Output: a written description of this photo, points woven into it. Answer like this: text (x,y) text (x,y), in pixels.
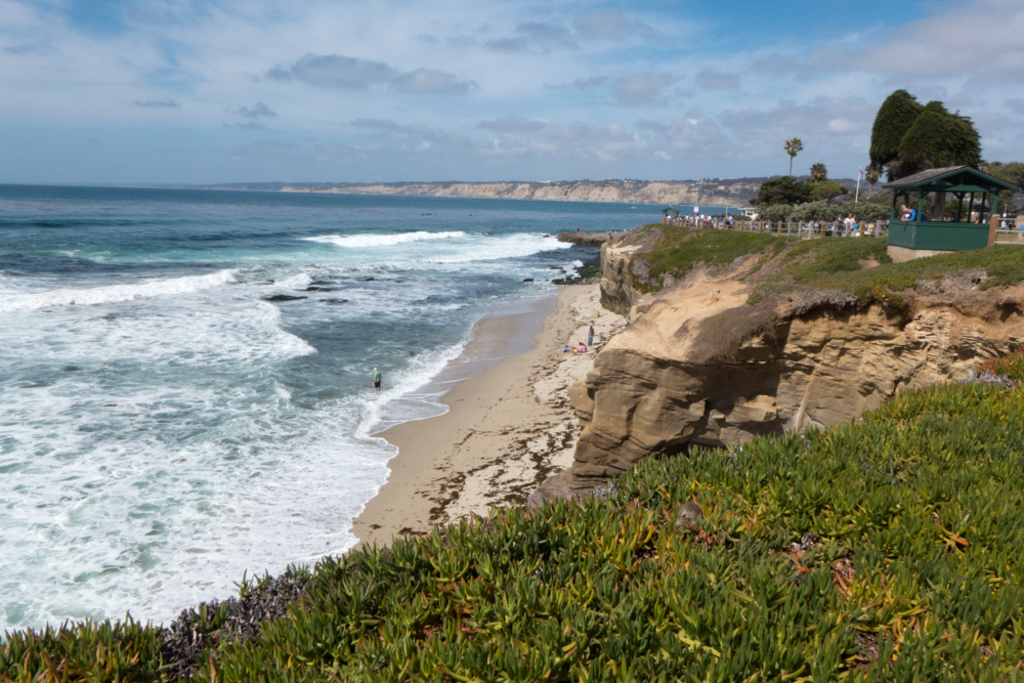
In this picture there is greenery ground (833,496), few persons (914,215), trees (927,142) and some other objects (928,184) in the right corner (872,429) and there is water (172,305) in the left corner (208,307) and the sky (438,134) is a bit cloudy.
